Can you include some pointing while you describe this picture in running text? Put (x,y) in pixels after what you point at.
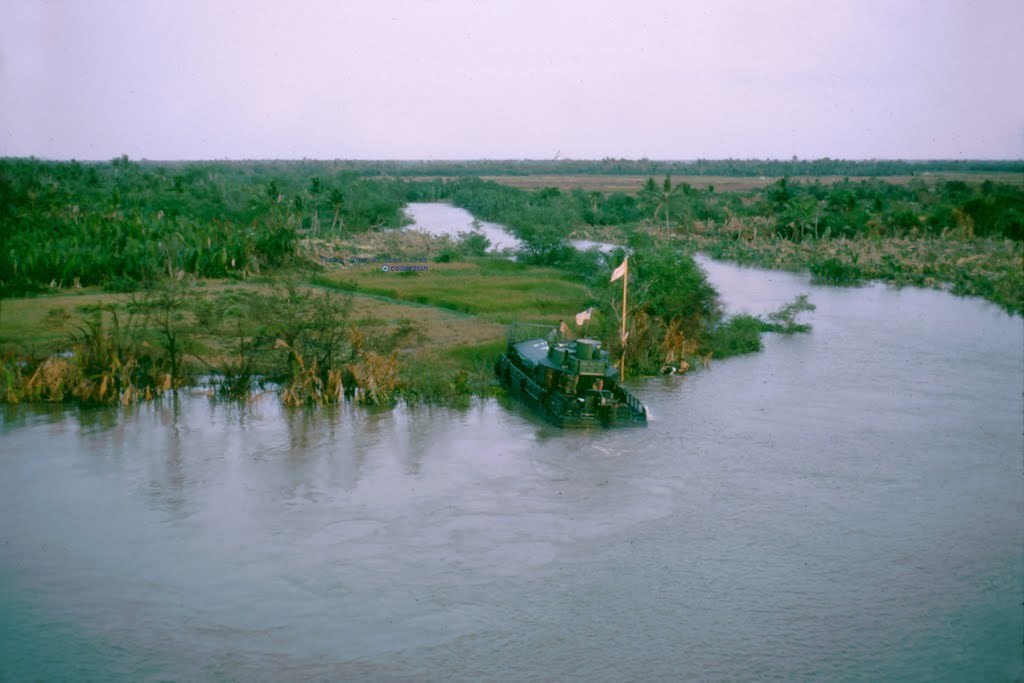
In this image we can see a boat (540,390) on the surface (502,441) of the water (619,483). We can also see the grass (574,293), trees (597,280) and also the sky (519,36) at the top (694,71). We can also see a flag (623,266).
